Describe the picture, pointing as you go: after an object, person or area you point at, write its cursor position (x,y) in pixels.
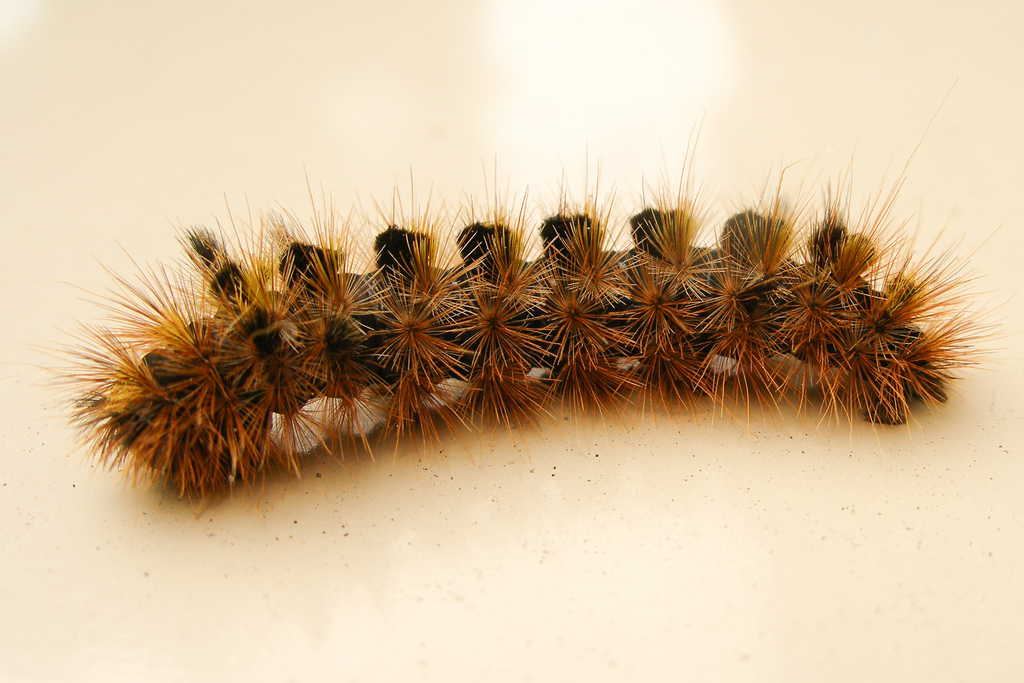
In the center of this picture (522,422) there is an insect (478,384) which seems to be the caterpillar (562,364) on an object (337,100).
